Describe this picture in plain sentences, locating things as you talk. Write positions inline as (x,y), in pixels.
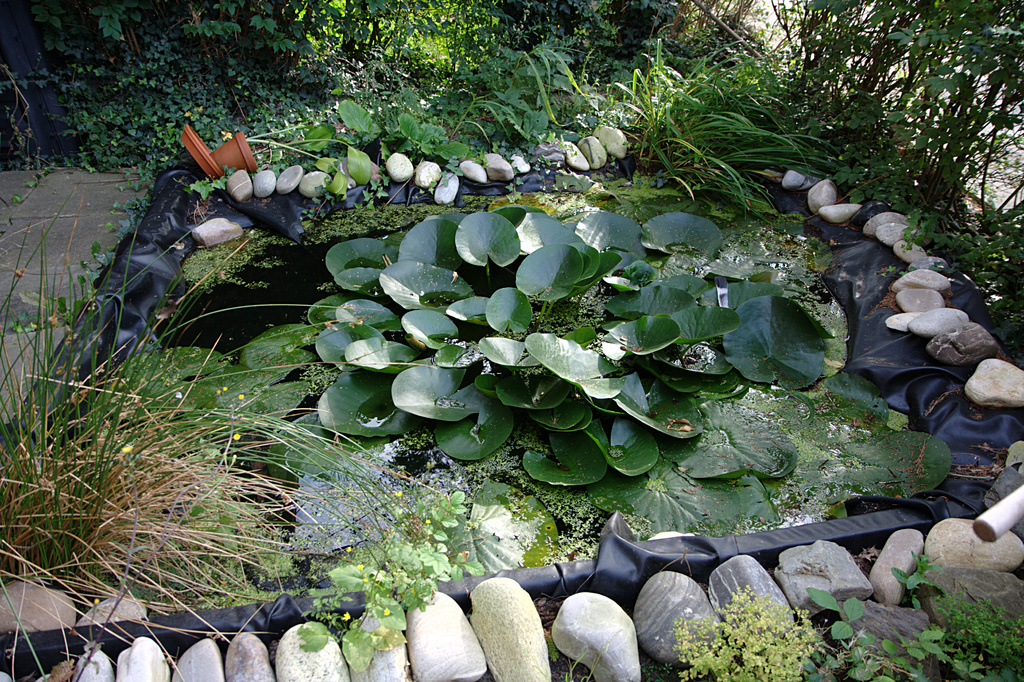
In this image, I can see the leaves (566,382) floating on the water (298,284). These are the rocks (787,172). This looks like a black sheet (793,537). I can see the trees (445,41) and plants (630,143). This looks like a flower pot (233,143) with a plant (262,141) in it.
